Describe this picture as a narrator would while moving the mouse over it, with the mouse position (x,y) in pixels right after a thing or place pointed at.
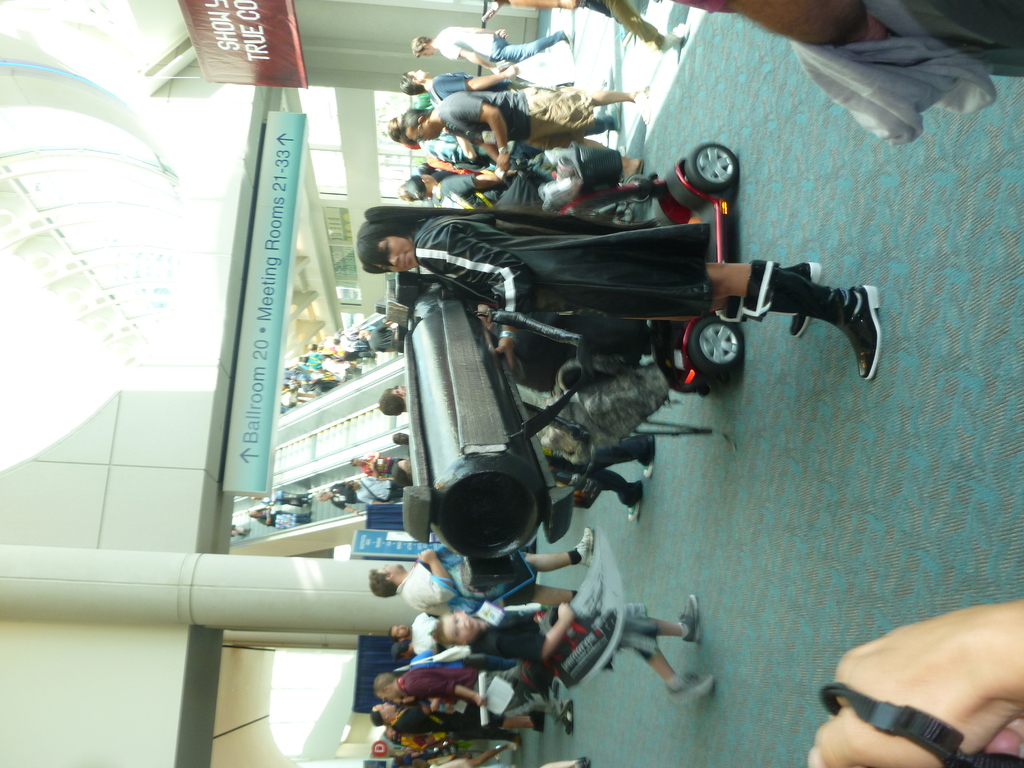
In this image we can see some group of persons (620,11) walking, a person (568,282) wearing black color dress (515,266) holding some object (493,427) which is in the shape of gun (416,297), there is vehicle (711,216) and in the background of the image (343,419) there is escalator (340,470) on which there are some persons (349,486) standing, there is pillar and wall (171,479).
